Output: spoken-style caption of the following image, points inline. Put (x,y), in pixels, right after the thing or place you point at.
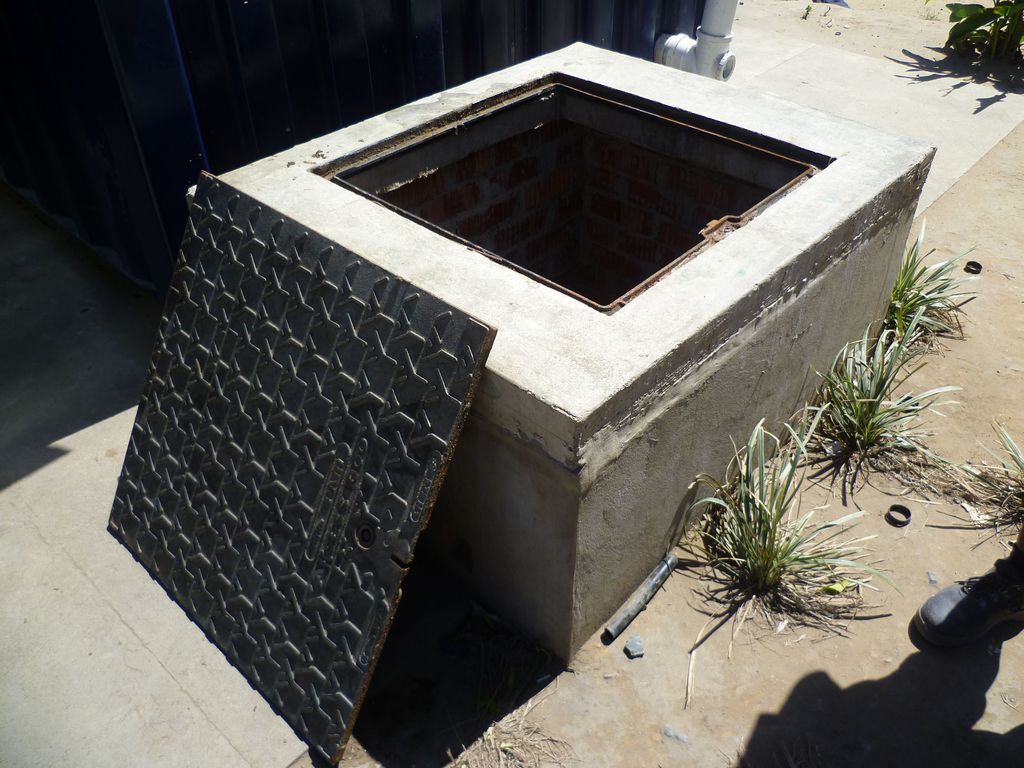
In the foreground of this image (195,503), it seems like a man hole (570,326) and the lid (289,481). We can also see a leg (979,589) of a person (948,599) on the right (931,610), grass (946,298) on the ground (923,592) and, a pipe (707,28) and a metal sheet (519,18) at the top (458,33).
